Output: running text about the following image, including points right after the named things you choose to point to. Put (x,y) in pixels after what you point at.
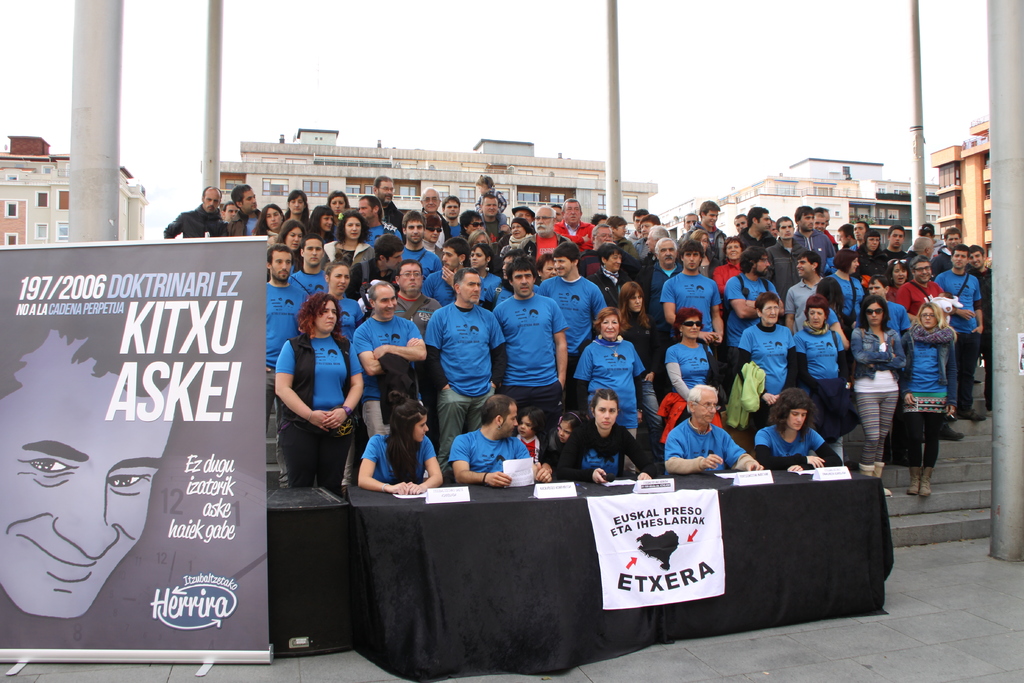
In this image we can see a few people (524,376), among them some people (391,317) are standing on the stairs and some people (497,422) are sitting on the chairs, in front of them, we can see a table (581,580) covered with black color cloth (820,516), on the table (507,510), we can see some name boards (536,485) and papers (508,485), we can see a poster (28,268) with some text (651,524) and image (644,540), in the background (26,174) we can see a few buildings (264,167), poles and the sky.
